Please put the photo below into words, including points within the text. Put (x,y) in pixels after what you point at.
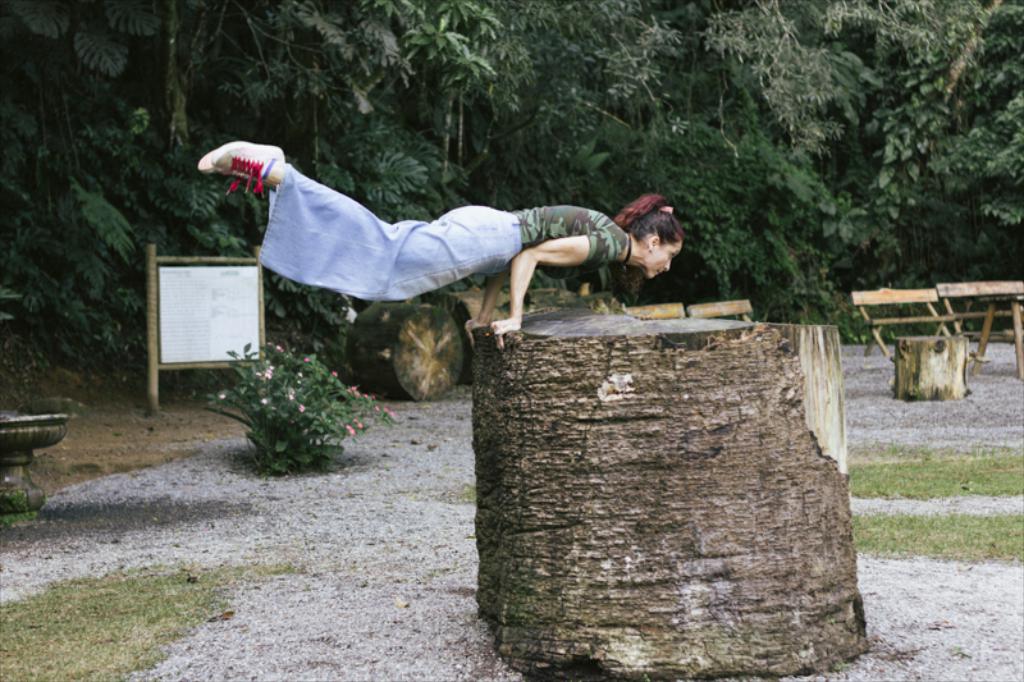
The woman (438,286) in the middle of the picture (502,240) is exercising. Beside her, we see a wooden block (602,468). At the bottom of the picture (135,609), we see grass (176,620). On the left side (30,465), we see a planter (25,422) and a plant (293,415) which has pink and white flowers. Behind that, we see a white board (188,312) with some text (187,298) written on it. On the right side (924,372), we see a wooden block (925,347) and wooden benches (937,320). There are trees (326,161) in the background (284,145).
